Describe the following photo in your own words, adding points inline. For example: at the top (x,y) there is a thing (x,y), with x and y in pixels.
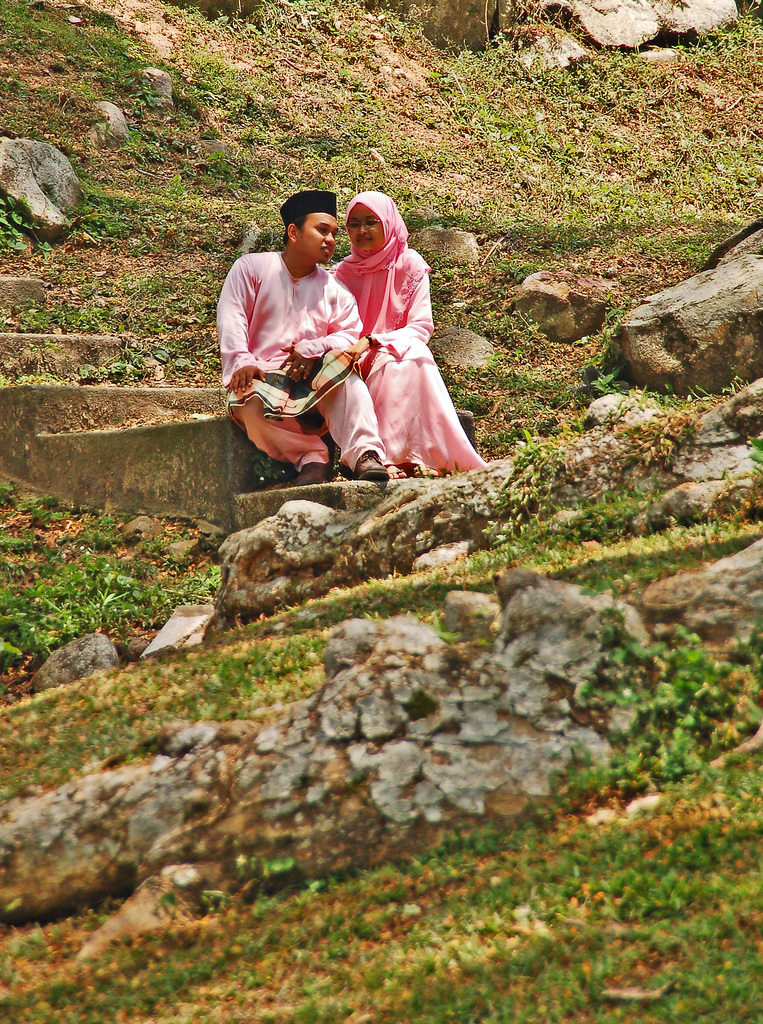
In the picture we can see man (299,362) and woman (405,357) wearing pink color dress (269,357) sitting on stairs (224,402) and we can see some stones (147,641), grass (203,301).
